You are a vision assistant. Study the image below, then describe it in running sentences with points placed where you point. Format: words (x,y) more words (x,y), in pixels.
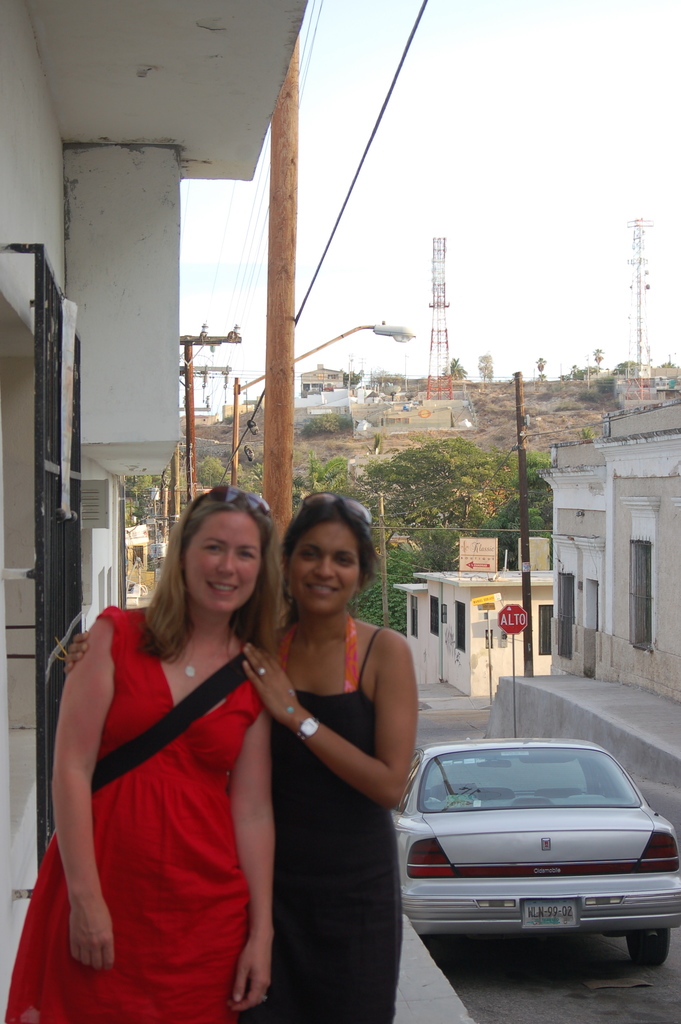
In this image, in the middle (363,575), we can see two women (243,705). On the right side (620,926), we can also see a vehicle (611,927) which is placed on the road (670,982). On the right side (601,442), we can see a building (595,604), windows (633,632). On the left side (137,284), we can see a building (97,433). In the background (288,437), we can see a wood pole (277,426), electric pole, electric wires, street light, trees (416,441), plants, houses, pole (636,308). At the top (585,128), we can see a sky (514,91), at the bottom (564,966), we can see a road (613,1004).
